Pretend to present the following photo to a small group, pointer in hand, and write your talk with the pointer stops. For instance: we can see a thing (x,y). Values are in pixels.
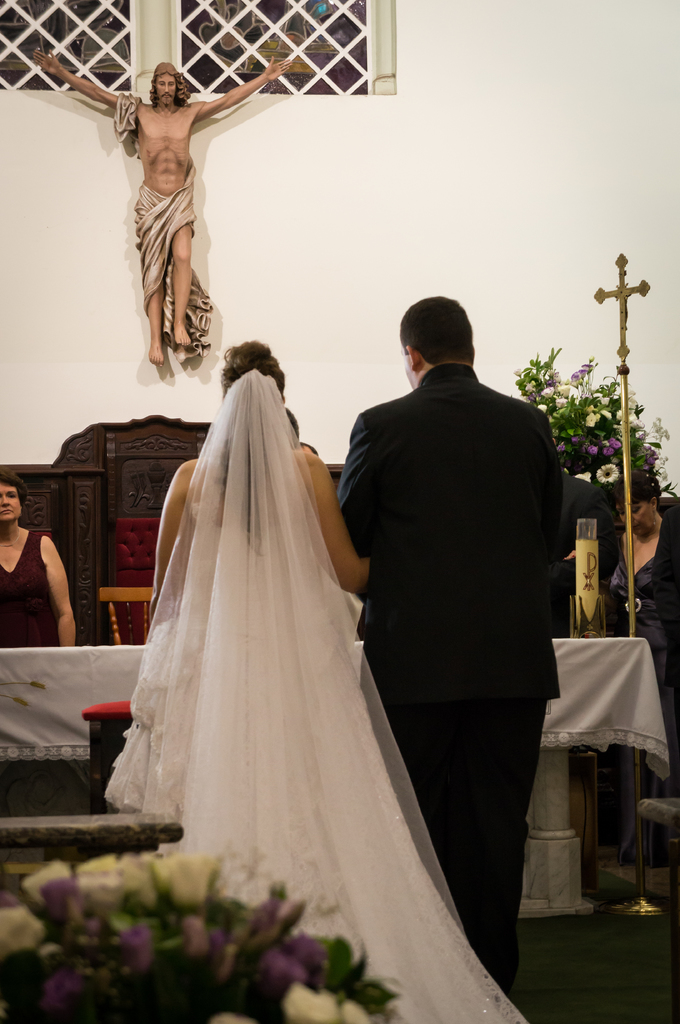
In this image in the center (430,550) there is one man (390,529) and one woman (240,598) standing, in the background (39,675) there is a table (64,665), flower bouquets (635,444), chair (128,584), candle (597,560) and few persons (601,503), cross (625,442). And at the bottom of the image (159,931) there are some flowers (135,882), and at the top of the image (151,134) there is a statue (183,211) and in the background (230,211) there is a wall (86,314) and window (130,63).
